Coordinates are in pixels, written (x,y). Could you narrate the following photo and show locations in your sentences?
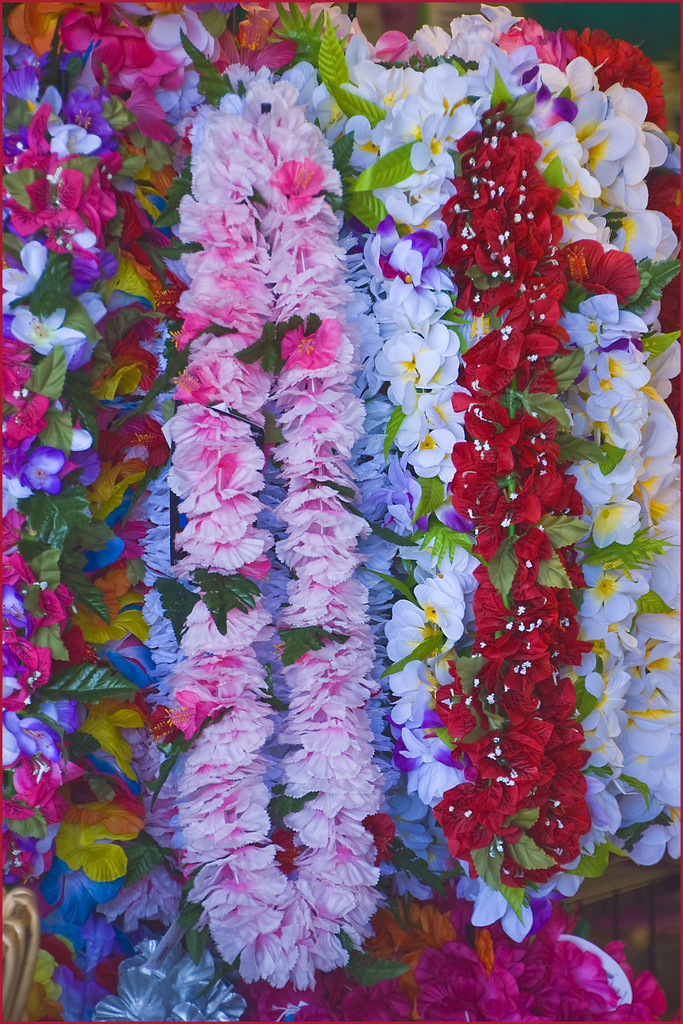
In this image I can see different types of flower garlands (392,404) and number of green colour leaves (267,440).
